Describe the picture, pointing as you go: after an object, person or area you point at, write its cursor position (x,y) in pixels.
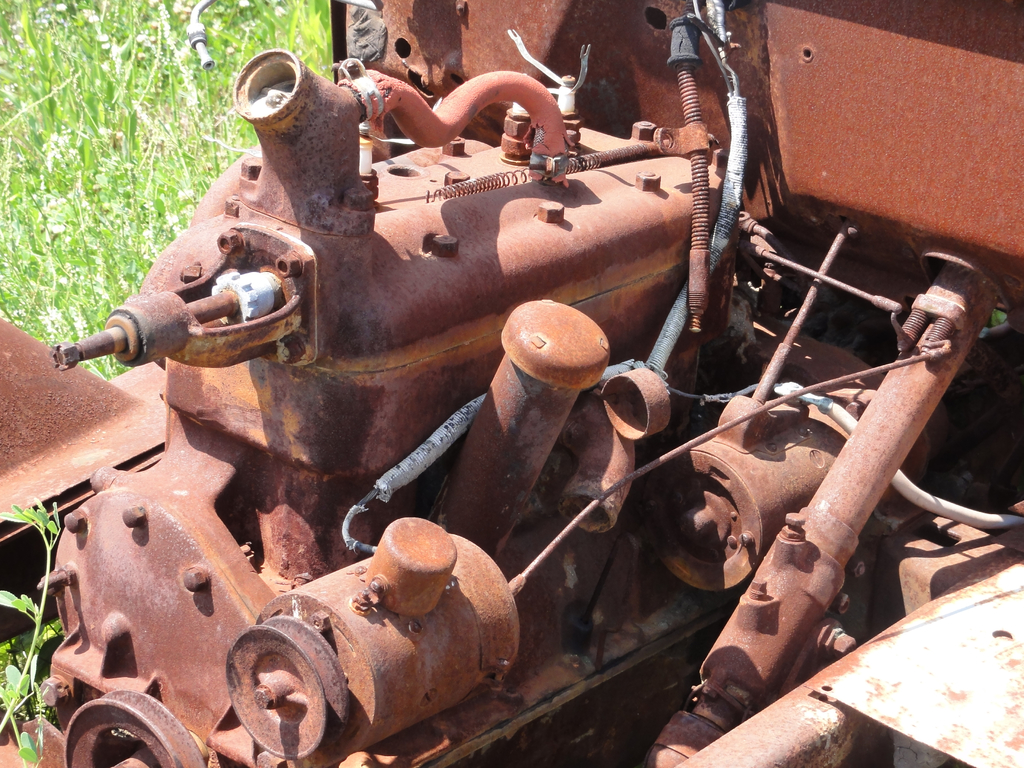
In this image I can see a machine (533,216) which is in brown color. Back I can see a green color grass (135,95).
